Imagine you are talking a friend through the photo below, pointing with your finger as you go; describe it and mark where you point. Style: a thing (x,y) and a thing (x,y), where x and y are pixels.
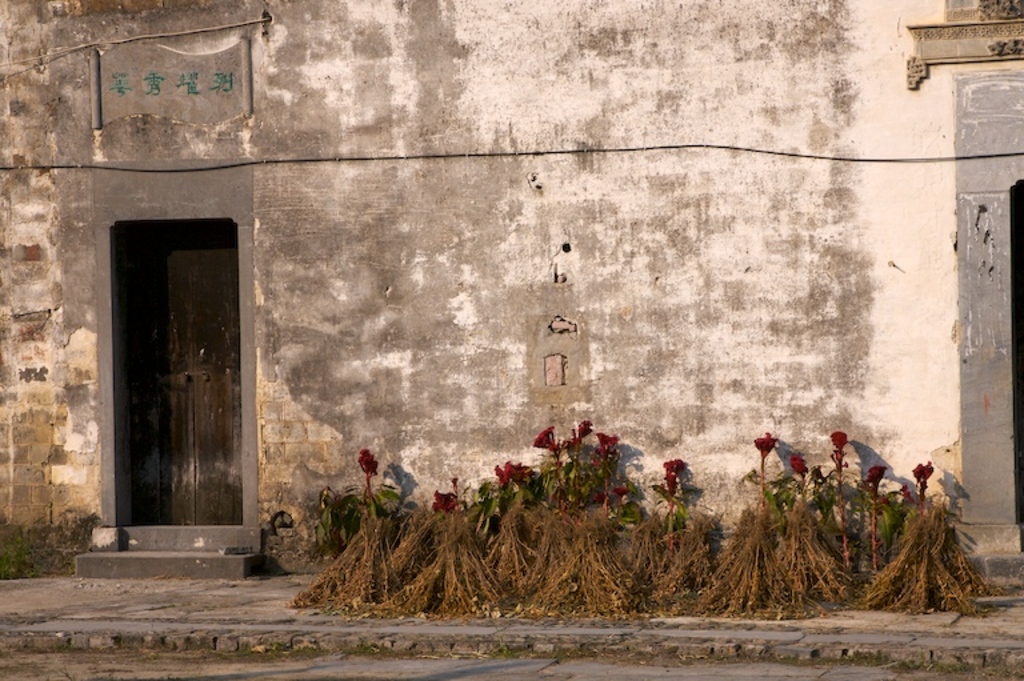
In this picture I can observe red color flowers (657,488) on the road (645,598). I can observe a door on the left side (151,366). In the background (582,180) there is a wall (520,212).
